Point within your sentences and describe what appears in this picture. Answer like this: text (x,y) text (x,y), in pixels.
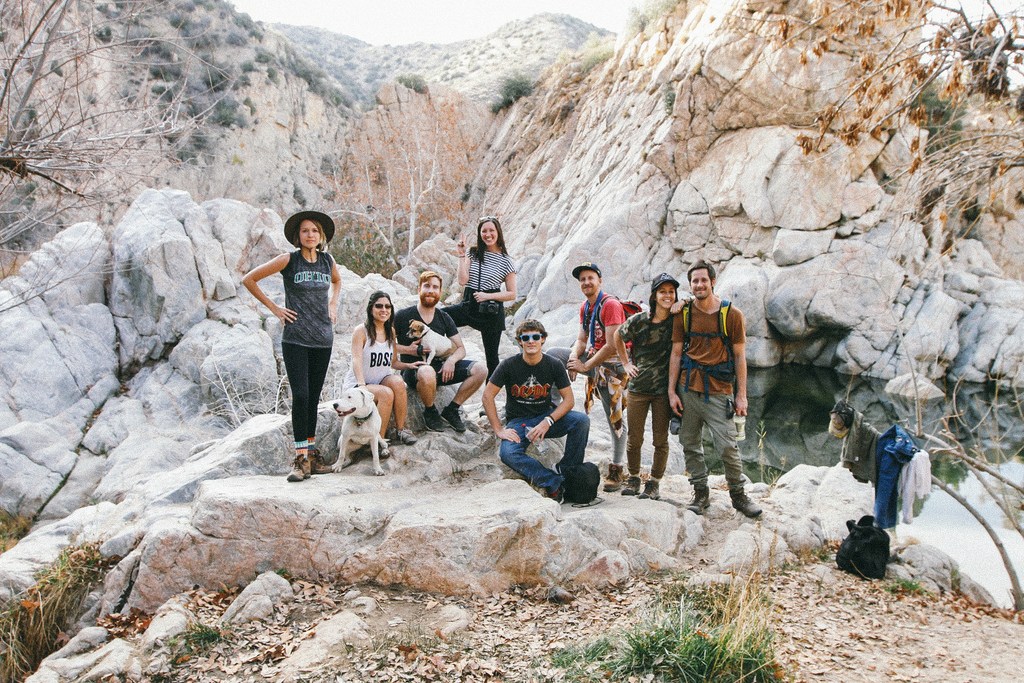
In the middle of the image (484,258) a group of people (295,231) is smiling. Behind them there is a tree (468,175). Behind the tree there is a hill (538,39). At the top of the image (435,32) there is sky (586,9). Bottom middle of the image (666,682) there is grass (644,632). Bottom right side of the image (923,494) there are some clothes (902,494). In the middle of the image (444,322) a man (427,306) is holding a dog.
